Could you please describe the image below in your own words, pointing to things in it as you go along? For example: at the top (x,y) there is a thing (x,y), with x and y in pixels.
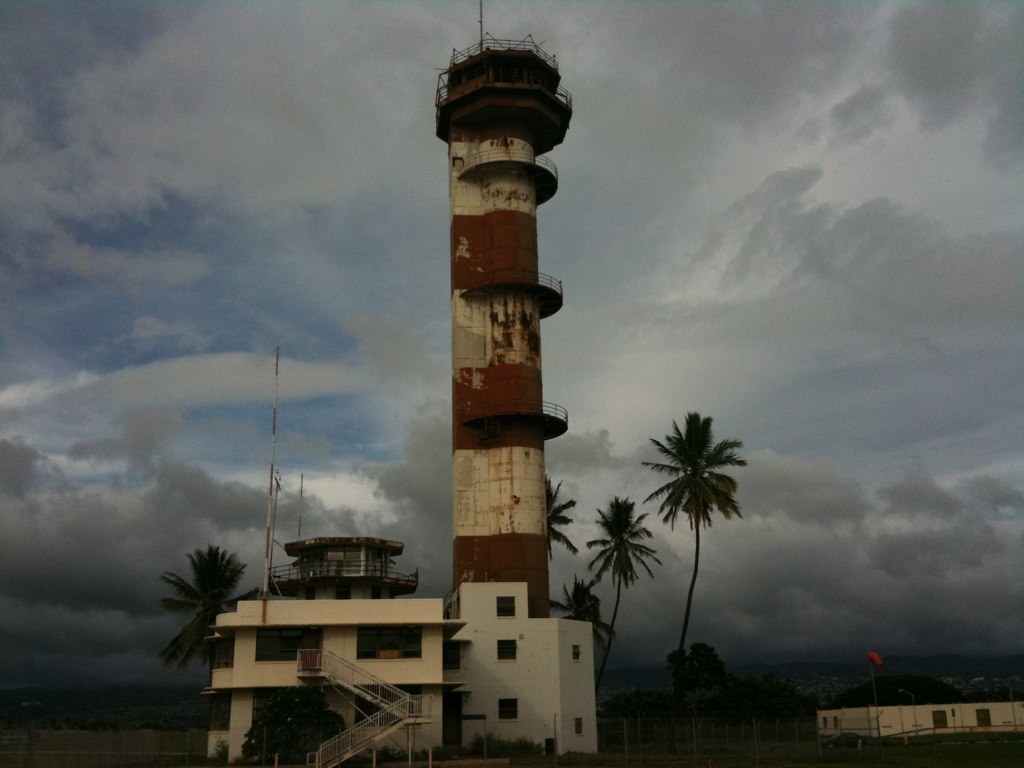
This image consists of buildings (454,707) and a tower (502,454). Beside that, there are many trees (669,496). At the top (605,205), there are clouds (701,350) in the sky (948,466).
